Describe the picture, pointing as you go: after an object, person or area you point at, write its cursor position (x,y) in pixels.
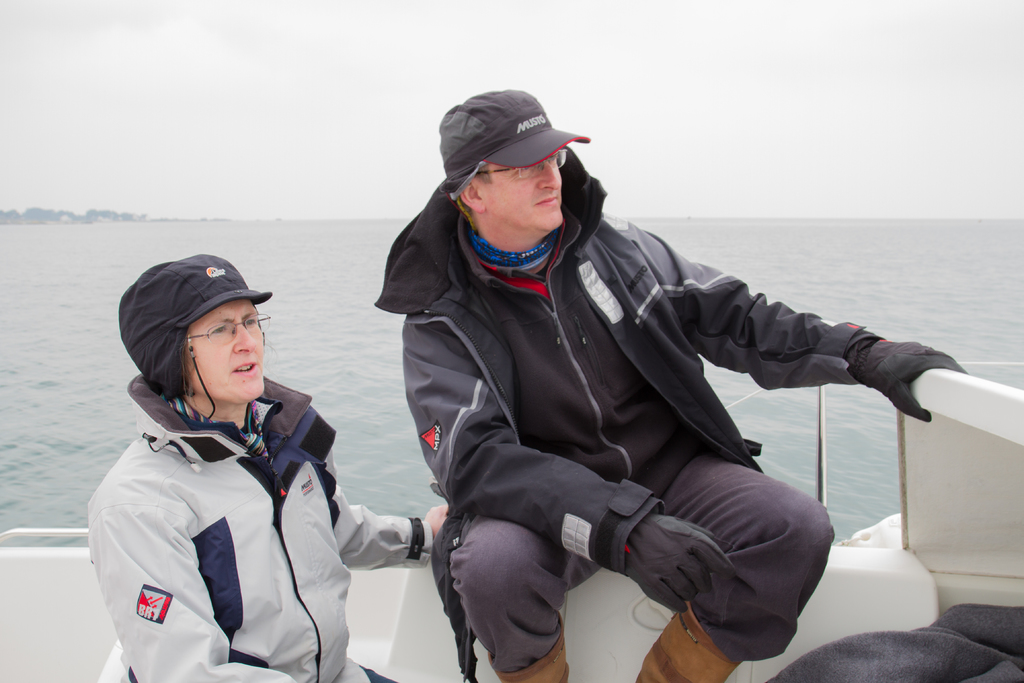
In this image there are two people (451,429) in a boat (923,509) and the boat (898,536) is in the water (39,244), there are trees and the sky (84,192).
